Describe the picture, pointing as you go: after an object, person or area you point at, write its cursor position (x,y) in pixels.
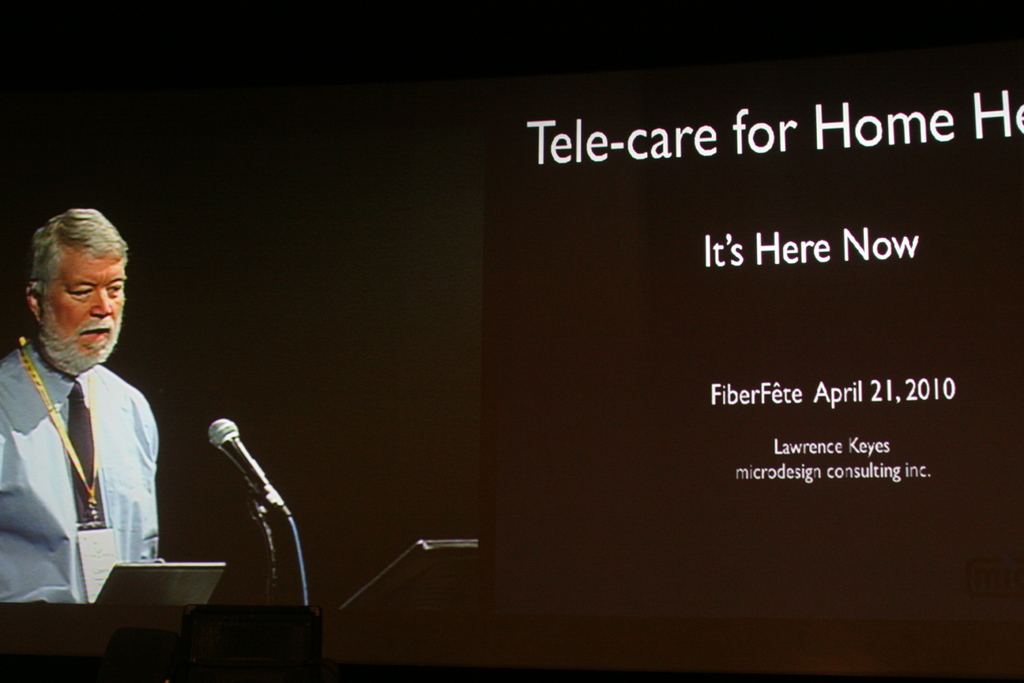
In this image I can see a person (90,241) standing on the left hand side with a table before him. I can see a laptop (221,563), a mike (272,553), and other objects (418,563) on the table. On the right hand side of the image (813,650) I can see a screen (501,620) or a banner (749,249) with some text (764,249). The background (492,18) is dark.
